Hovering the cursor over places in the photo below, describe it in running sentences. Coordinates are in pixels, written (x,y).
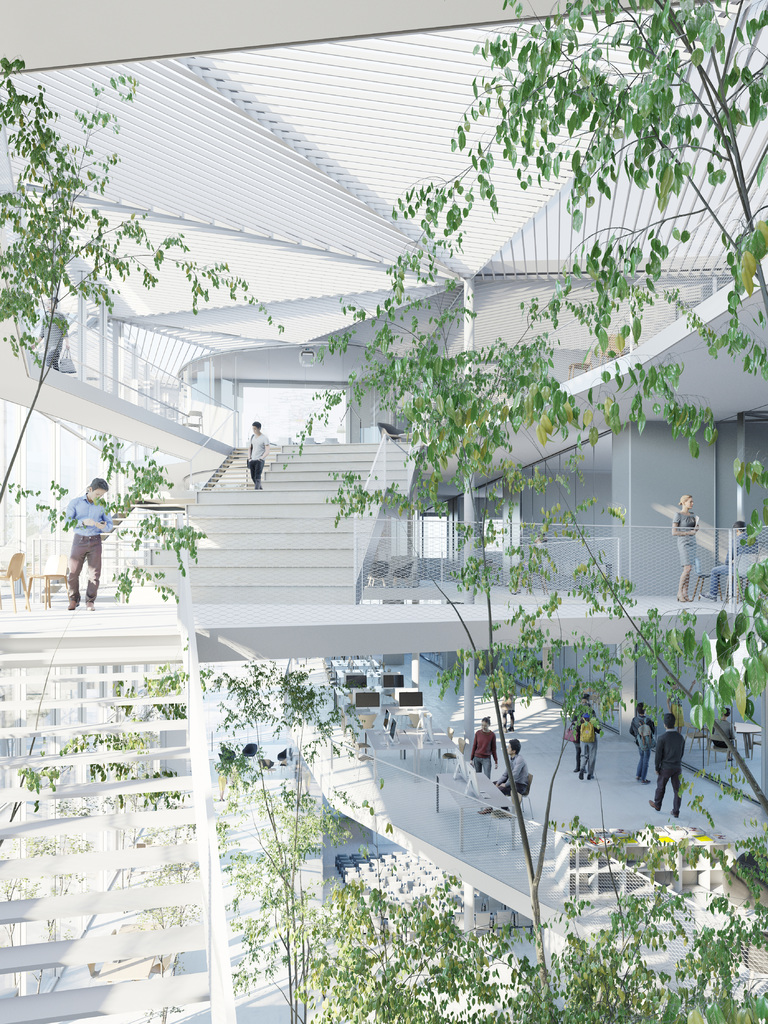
In this image there are trees (607,928) and chairs (37,574). In front of the image there are stairs (52,792). There are people (581,743) standing inside the building (551,842).
